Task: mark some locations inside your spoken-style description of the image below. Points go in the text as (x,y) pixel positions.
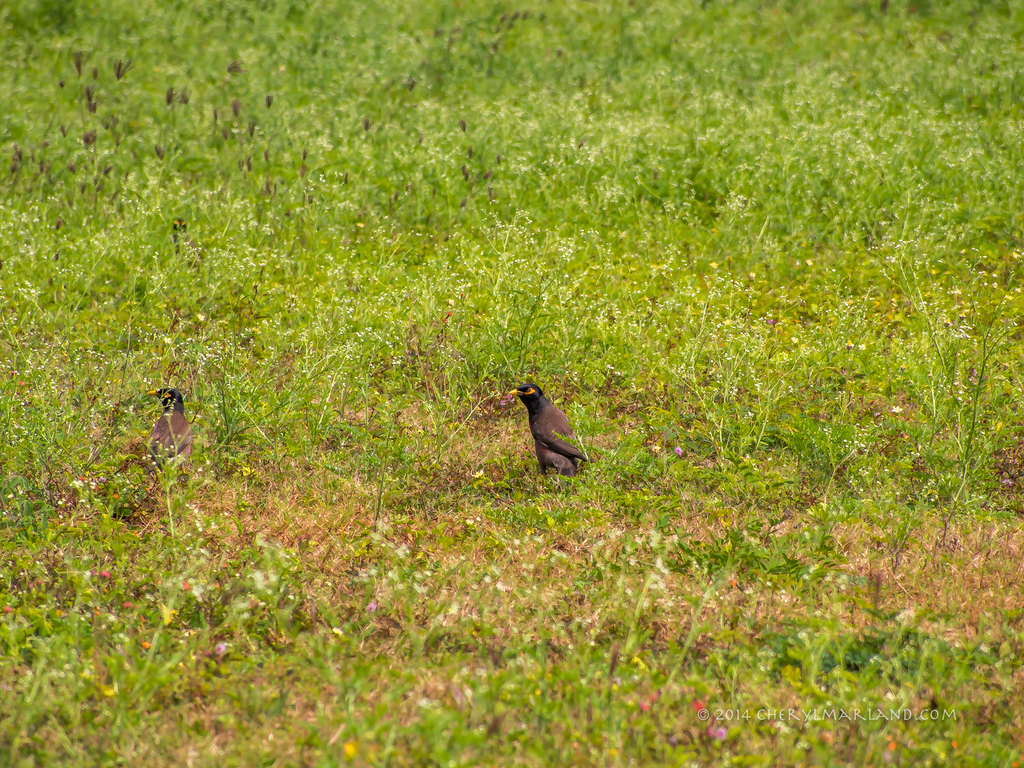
In this image I can see two birds (538,427), they are in black and brown color. Background (785,251) I can see the plants (561,326) in green color and I can also see few flowers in orange and yellow color.
